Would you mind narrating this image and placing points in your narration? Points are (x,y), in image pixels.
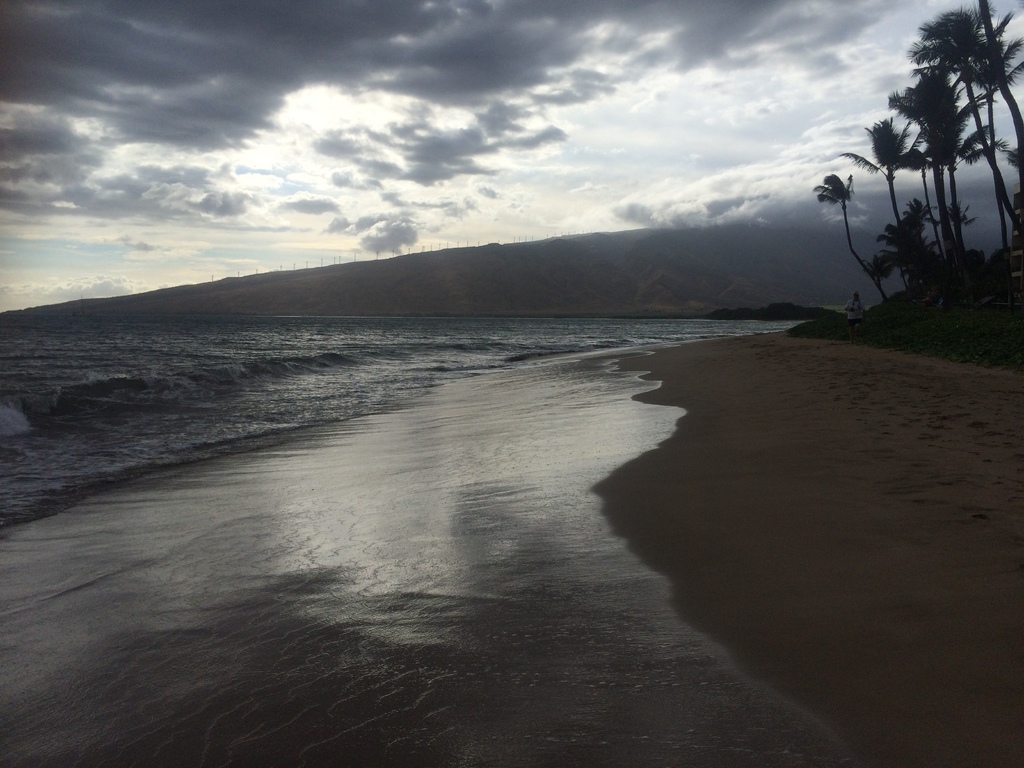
In this image in the center (355,409) there is water (252,411). On the right side (890,522) there is sand (937,565) on the ground (891,388) and there is a person (861,317) walking and there is grass (942,334) on the ground (938,321) and there are trees (961,247) and the sky (382,138) is cloudy.
